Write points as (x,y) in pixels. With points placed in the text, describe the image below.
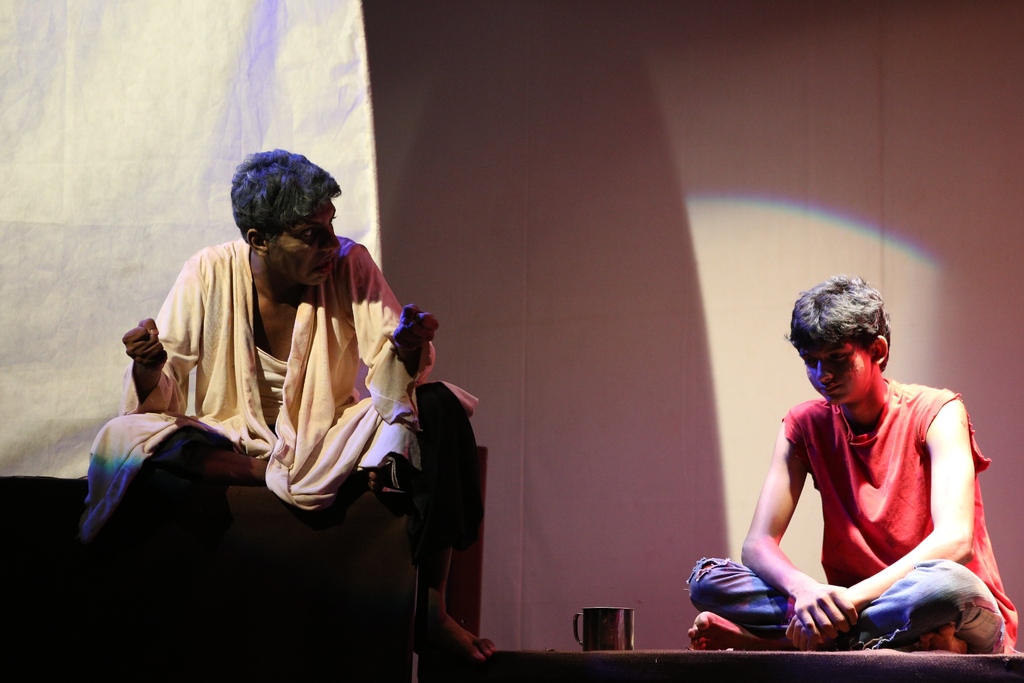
In this image we can see a boy (827,533) sitting on floor (825,657). Near to that there is a cup (582,614). On the left side (256,357) there is another person (299,334) sitting. In the back (541,128) there is a wall (792,171). Also there is a white color sheet (157,155) in the back (59,318).
